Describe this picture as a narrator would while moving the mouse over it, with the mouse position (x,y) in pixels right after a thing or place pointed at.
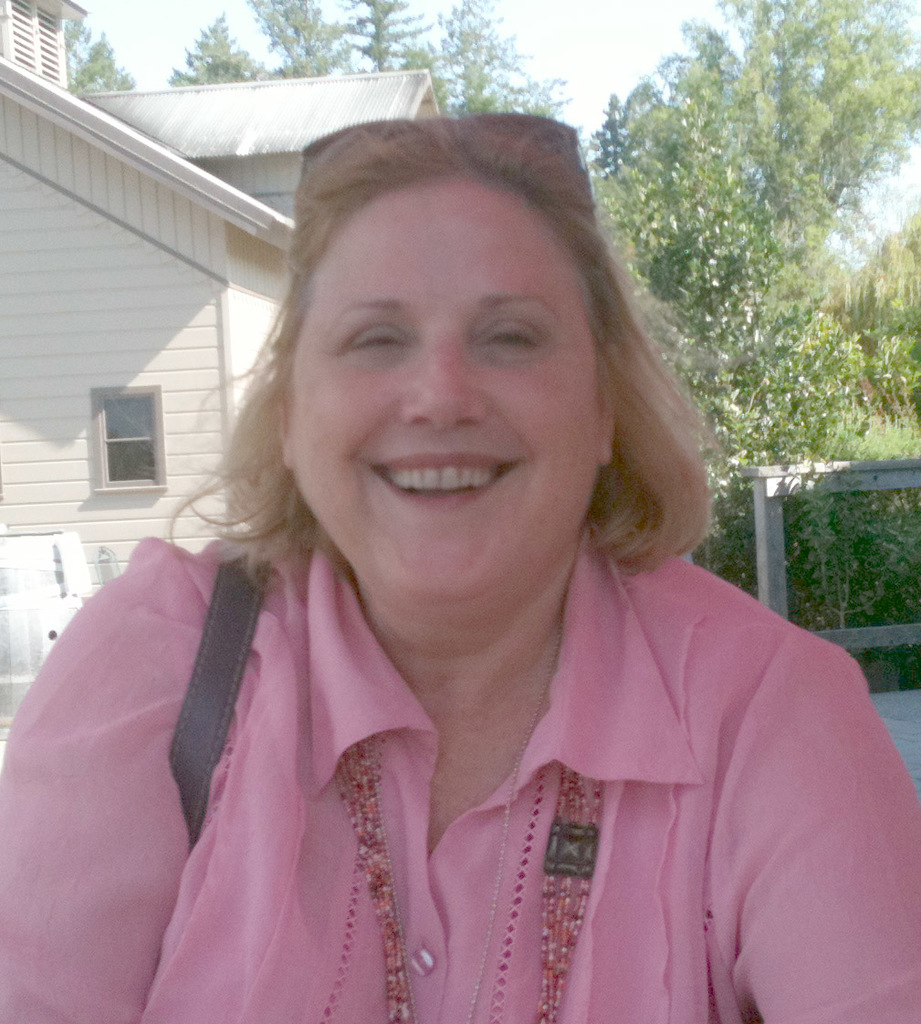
In this image, we can see a woman (388,721), she is smiling, in the background (130,257) there are homes (123,147) and there are some green color trees (719,305), at the top (565,23) there is a sky (590,38).
